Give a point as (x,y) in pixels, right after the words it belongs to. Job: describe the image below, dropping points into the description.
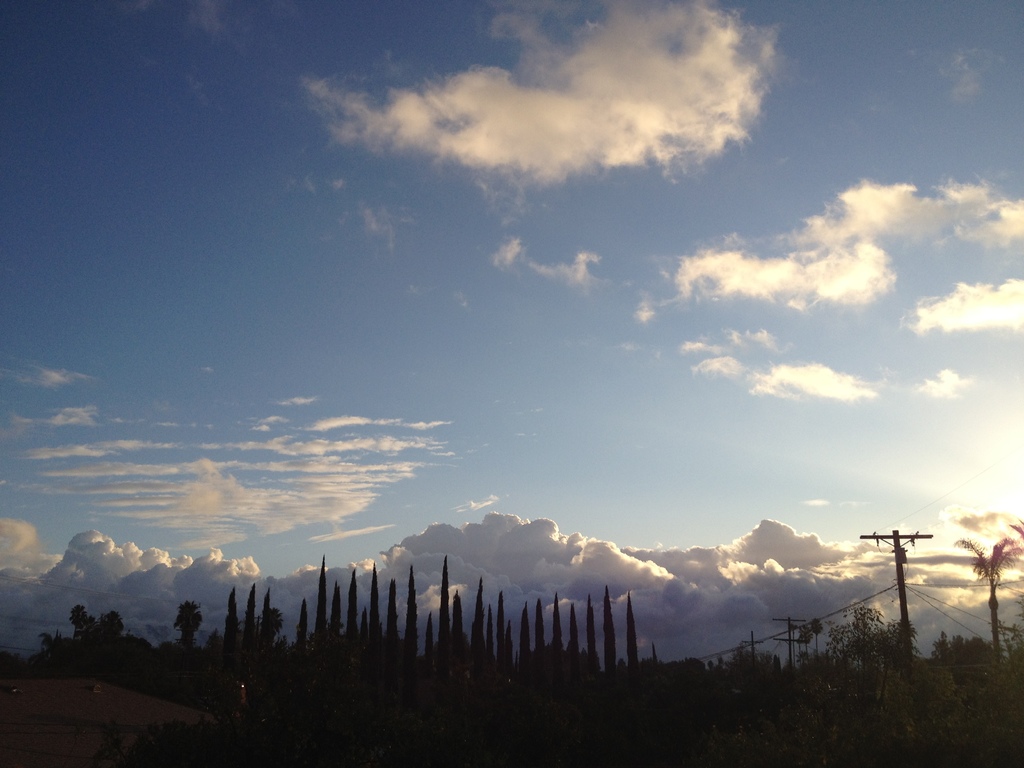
This part of the image is dark where we can see trees (932,694), current poles (897,545), wires (961,587) and in the background (168,281), we can see the sky (634,593) with clouds (232,530).
